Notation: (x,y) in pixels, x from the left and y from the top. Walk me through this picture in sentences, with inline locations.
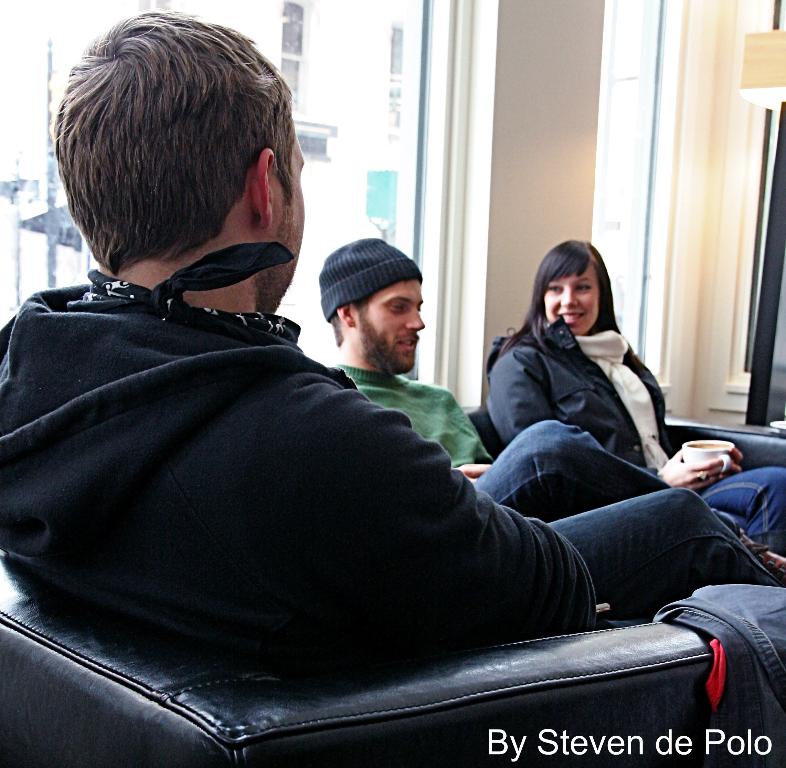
In the center of the image (282,279) there is a person (197,606) sitting on the chair (389,751). In the background (409,374) we can see person (392,393) sitting, building (378,100), light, wall (544,125) and window (418,183).
